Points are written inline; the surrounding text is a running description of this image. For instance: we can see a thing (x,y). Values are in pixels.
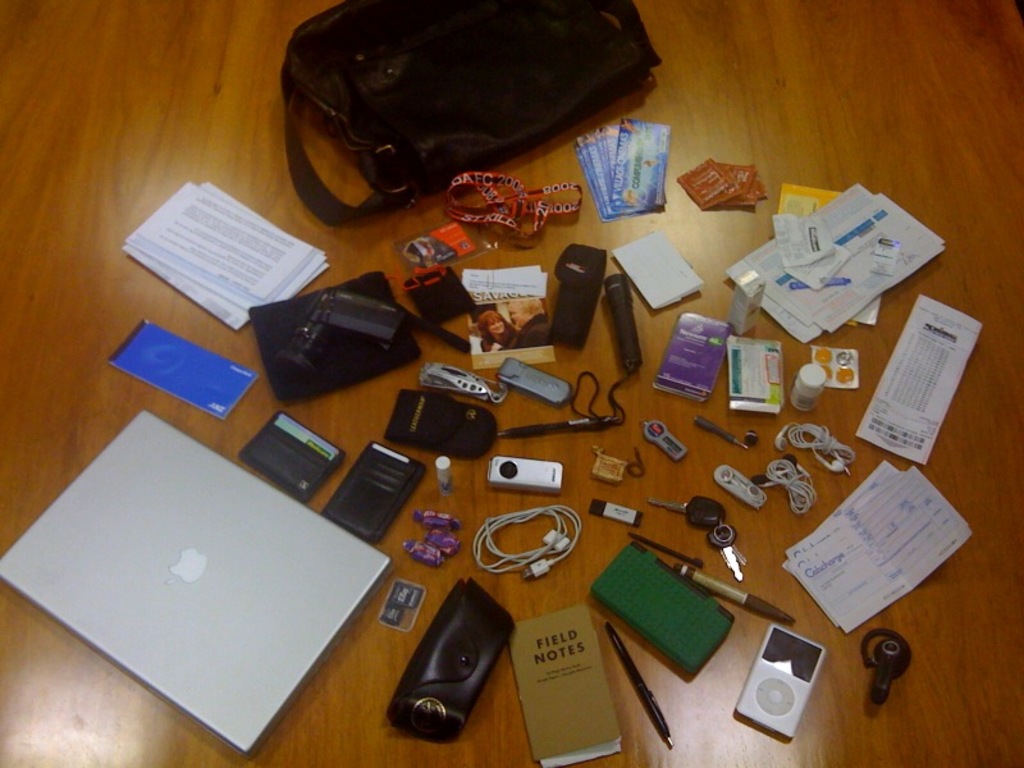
The picture consists of various electronic gadgets (199,627), papers (773,307), backpack (484,93), notes (542,678), pens (724,594), key chains (680,459), pen-drives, packets (703,328) and various objects (188,358) on a wooden object (94,175).
